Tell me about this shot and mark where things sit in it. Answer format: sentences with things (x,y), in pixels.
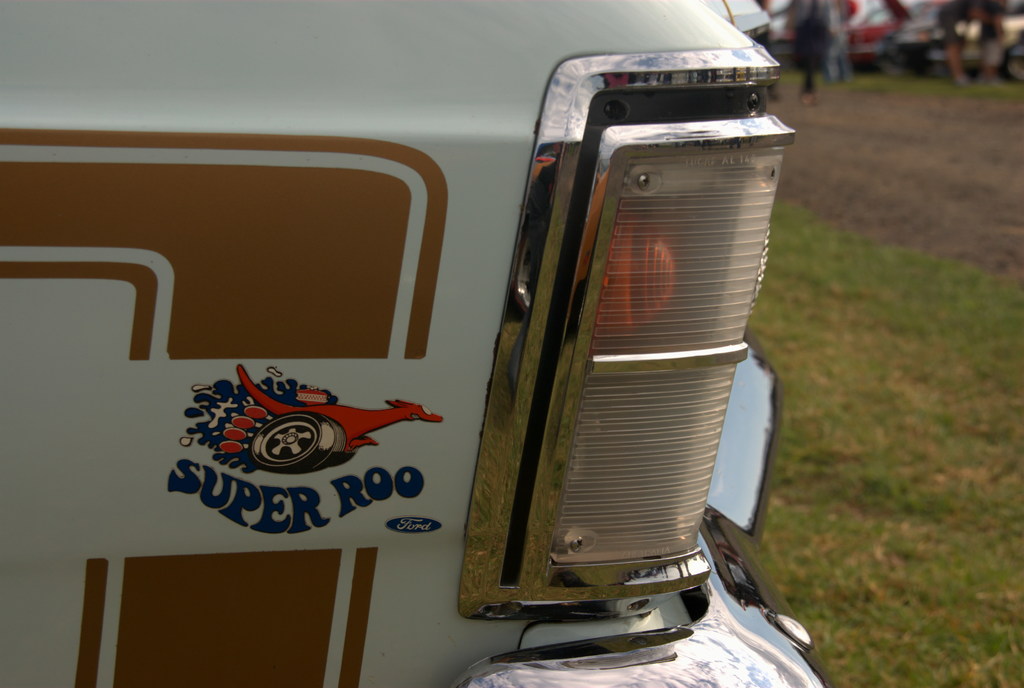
In the image we can see there is a vehicle (629,392) parked on the ground (817,457) and there's grass (817,457) on the ground (867,441). It's written ¨Super roo¨ on the vehicle (667,23) and behind there are other people (817,39) standing. Background of the image (991,60) is little blurred.
